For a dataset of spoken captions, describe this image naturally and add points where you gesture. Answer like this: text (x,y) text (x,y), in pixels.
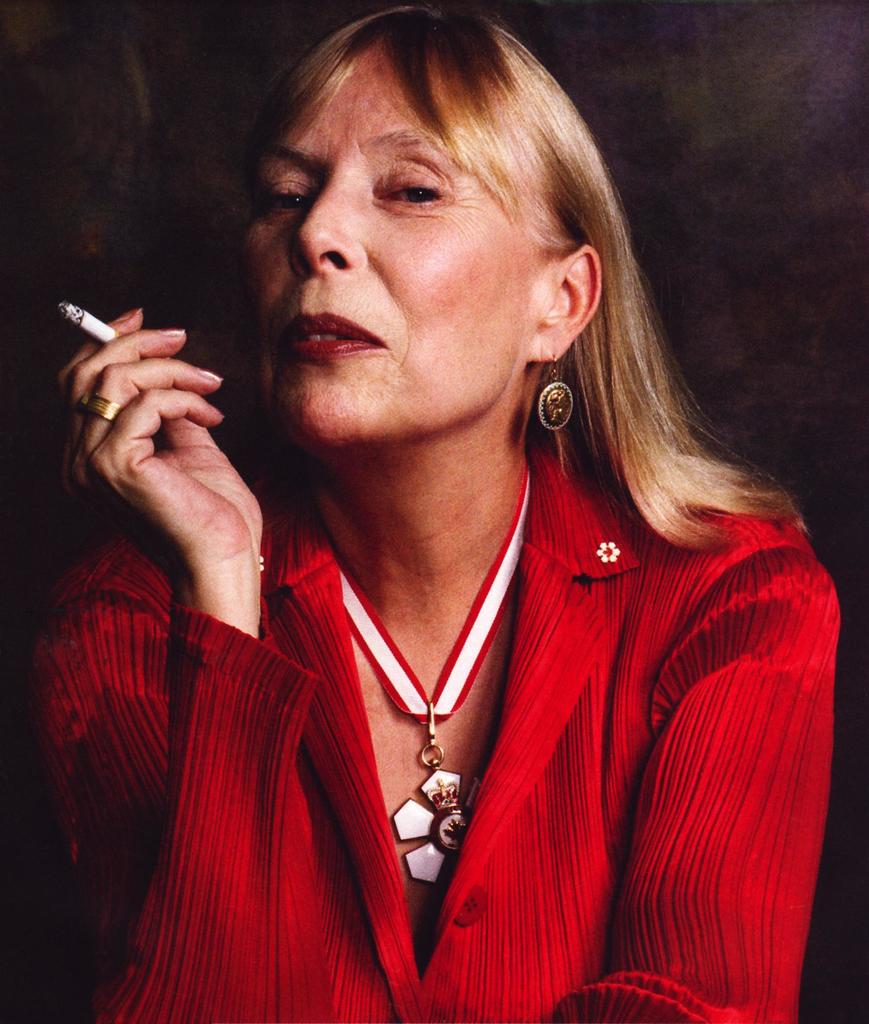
In this picture I can see a woman (120,410) holding a cigarette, and there is dark background (664,99).
